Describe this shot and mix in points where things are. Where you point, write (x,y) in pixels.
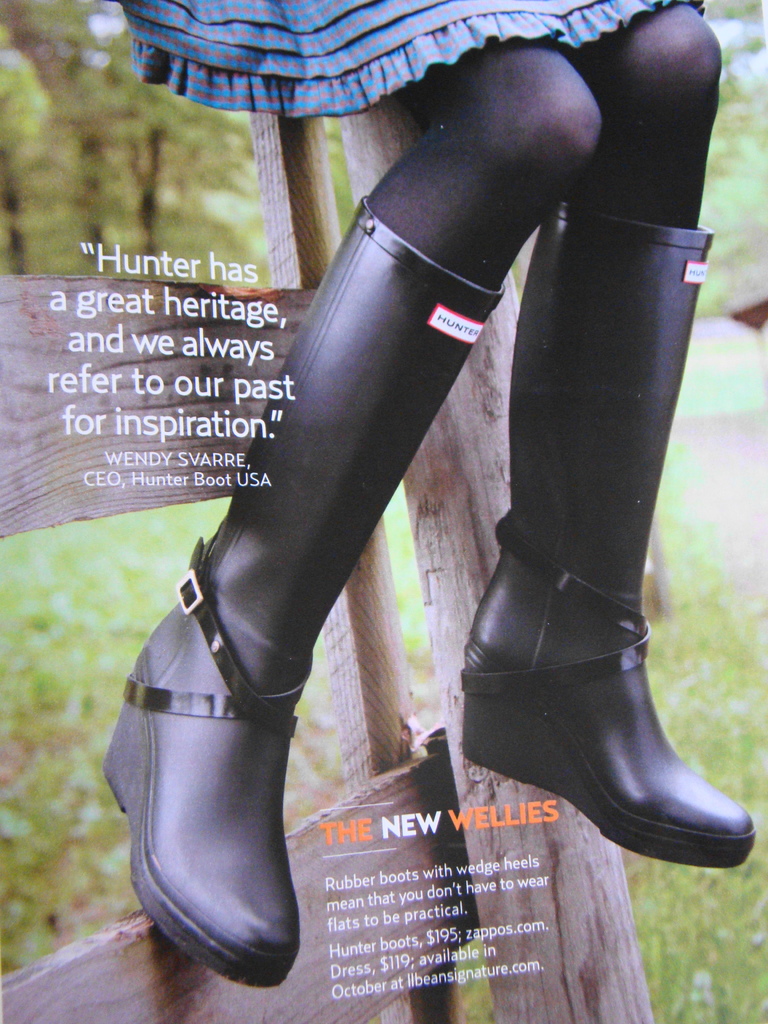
In this image it seems like it is a cover page of the magazine in which there is a person (390,93) sitting on the wooden stick (115,941) by keeping her legs (364,364) on the wooden stick (134,945). We can see that there are boots (404,368) to her legs (453,210).
